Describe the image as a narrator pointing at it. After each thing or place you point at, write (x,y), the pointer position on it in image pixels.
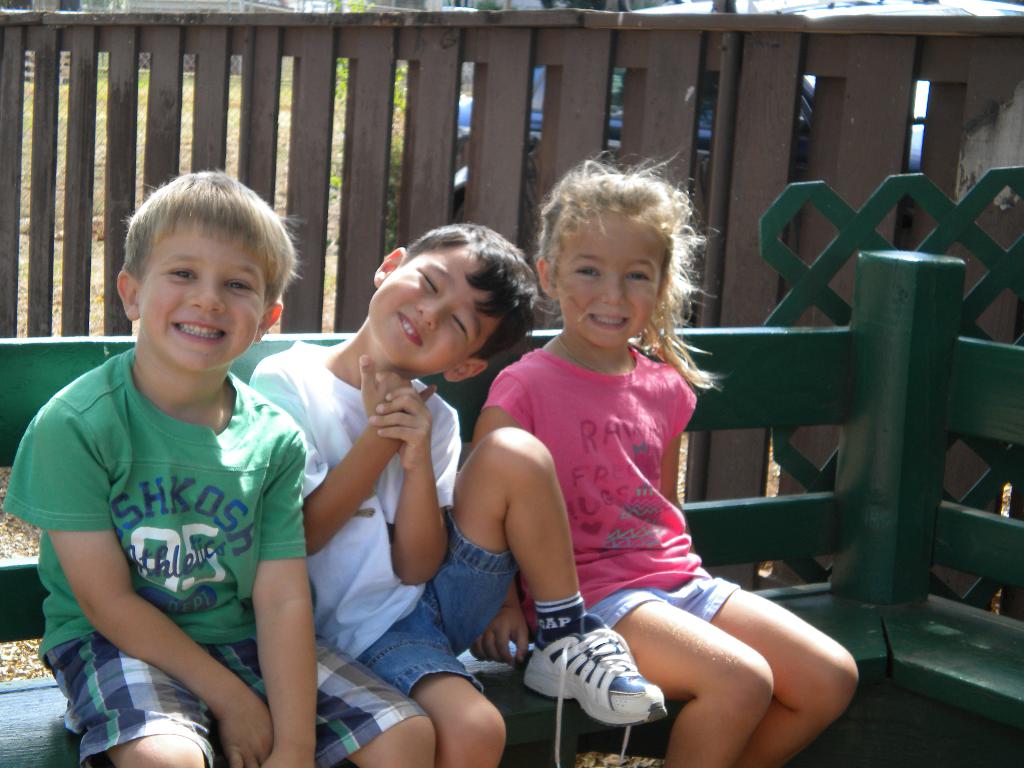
In this image I can see three children (490,584) are sitting on the bench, they wore t-shirt (594,528), short (488,585) and they are smiling. Behind them there is the wooden fence (522,171).
